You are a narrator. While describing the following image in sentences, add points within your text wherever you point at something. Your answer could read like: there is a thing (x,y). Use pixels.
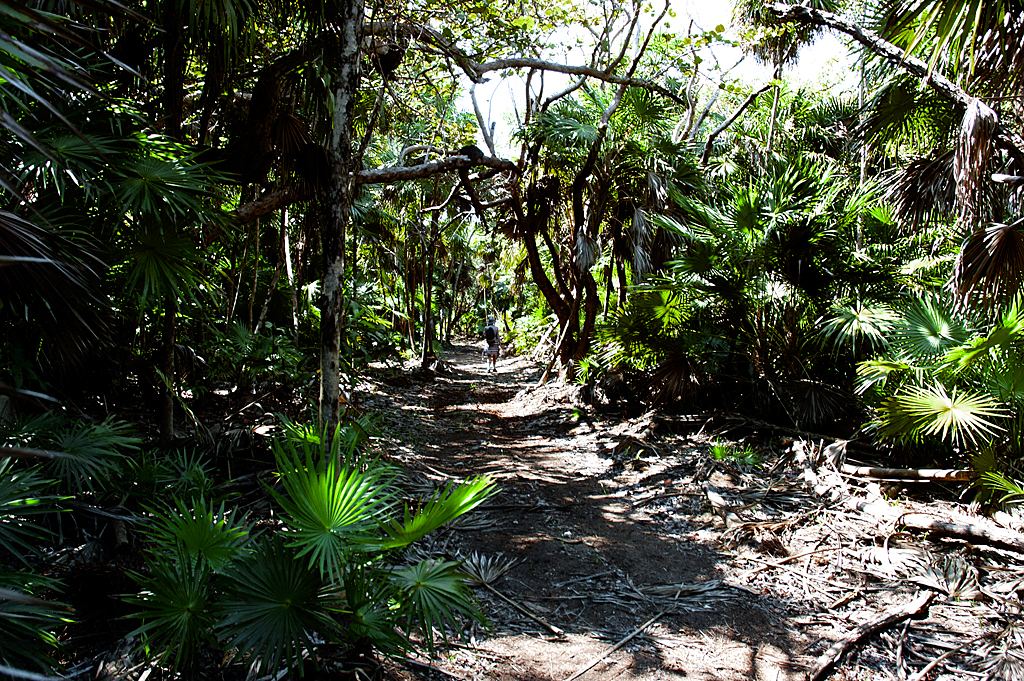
In this picture I can see plants (613,172), trees (611,98), and in the background (718,51) there is the sky (572,49).
